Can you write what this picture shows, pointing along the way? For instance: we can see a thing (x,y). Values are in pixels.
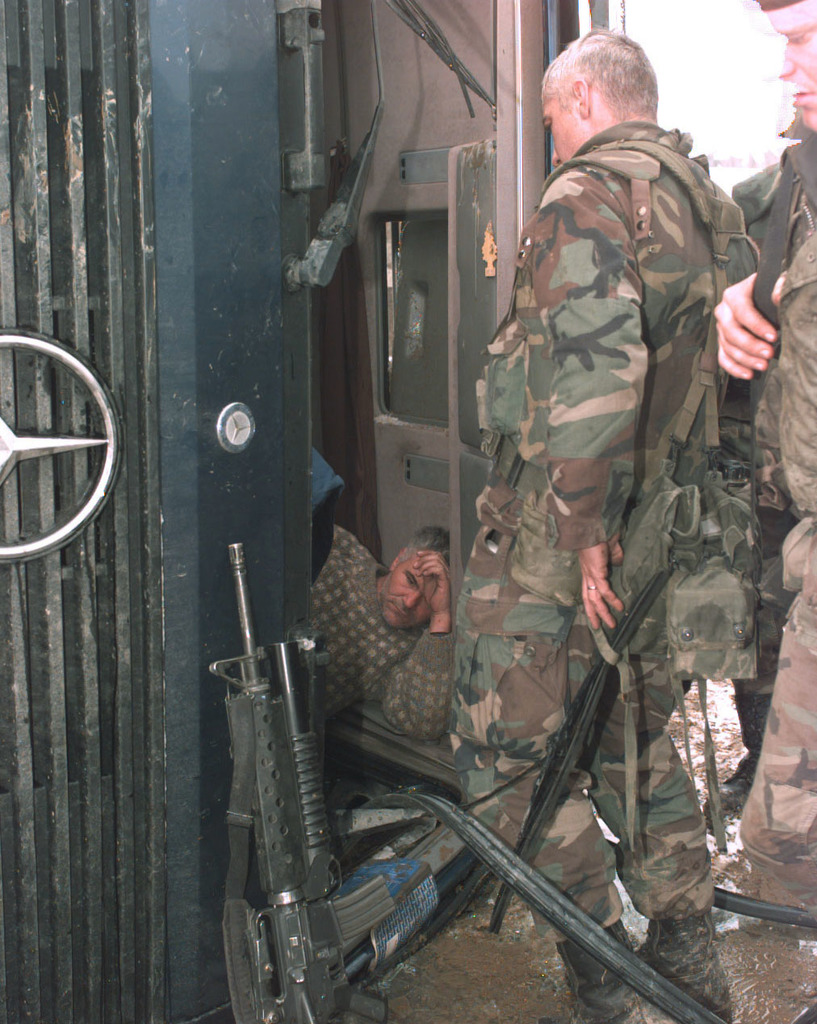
In this image in the foreground (595,292) there are a group of people (643,301) who are standing and one person (351,674) is lying and he is in some vehicle (229,400). At the bottom (288,782) there are some guns (329,892), and in the background (706,115) there is sky (686,104).
